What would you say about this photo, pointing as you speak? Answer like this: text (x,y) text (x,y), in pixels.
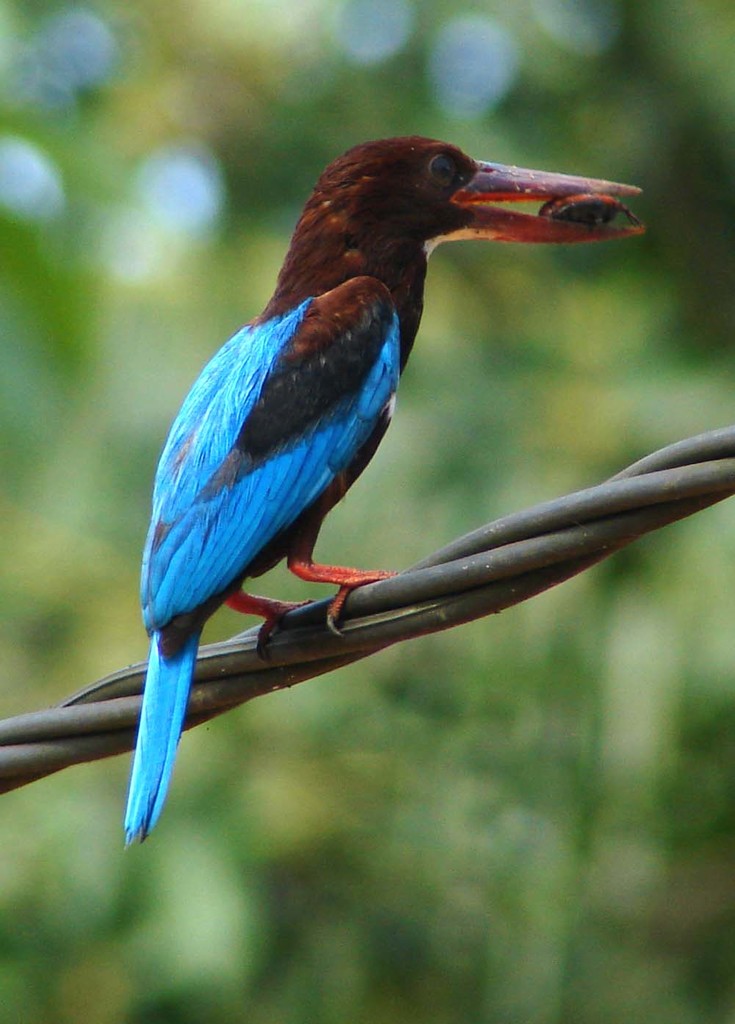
In the center of the image (270,622) there is a bird (337,479) on the cable (372,641). The background of the image (263,810) is blur.
